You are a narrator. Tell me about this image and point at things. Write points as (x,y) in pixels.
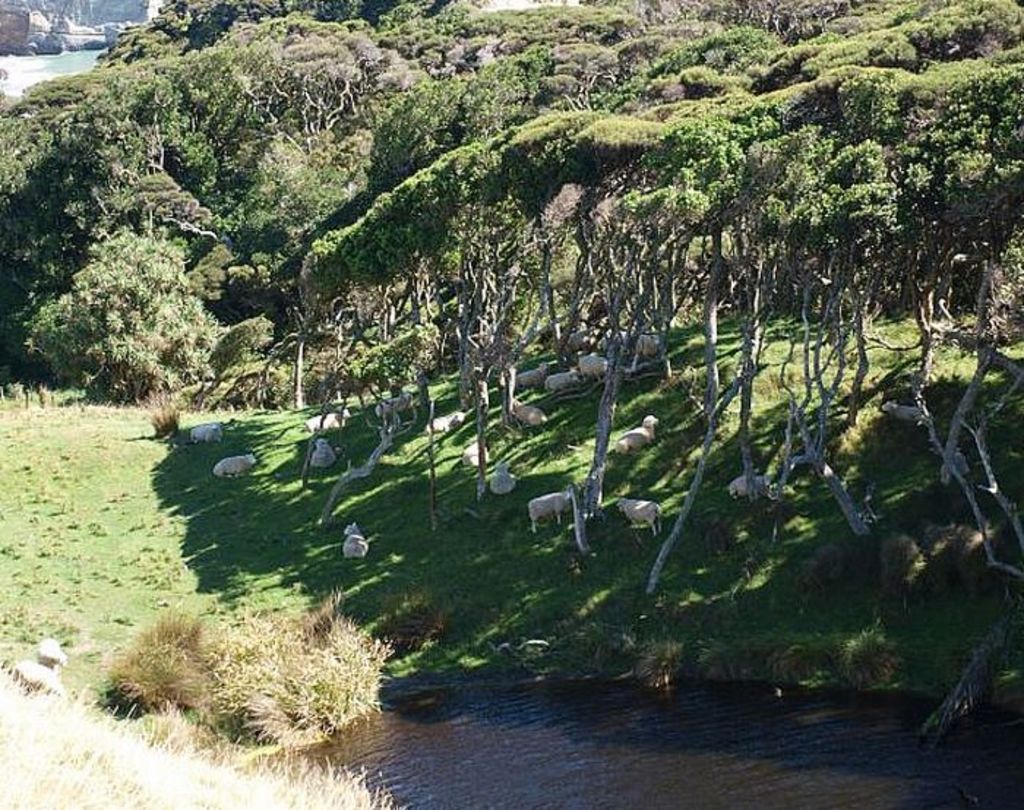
In this picture I can observe some trees (497,359). There are sheep (639,514) on the ground (740,464). I can observe a small pond (536,732) on the bottom of the picture (488,755).
